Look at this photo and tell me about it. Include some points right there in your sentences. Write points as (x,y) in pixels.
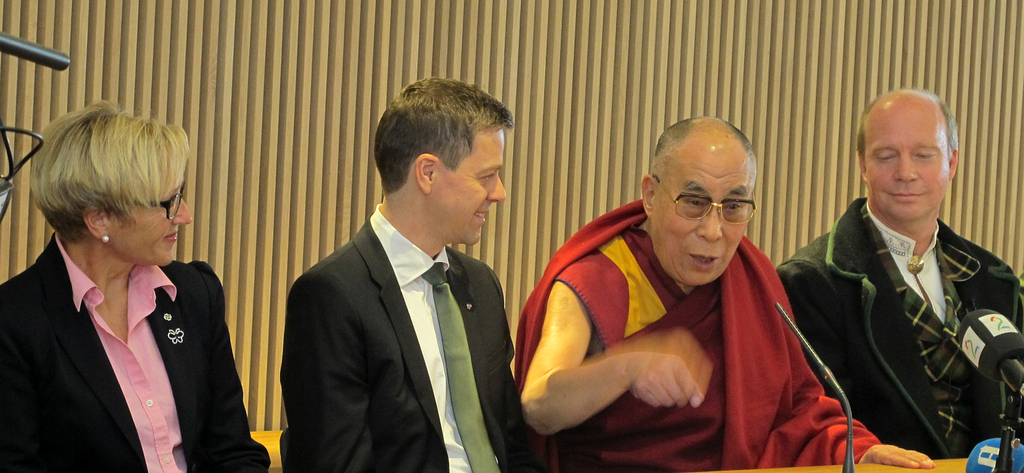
In this image we can see people (362,296) sitting on the chairs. In the background (268,71) we can see a wooden wall (736,52). In the foreground (987,362) we can see a table (824,470) and mics (974,353).
